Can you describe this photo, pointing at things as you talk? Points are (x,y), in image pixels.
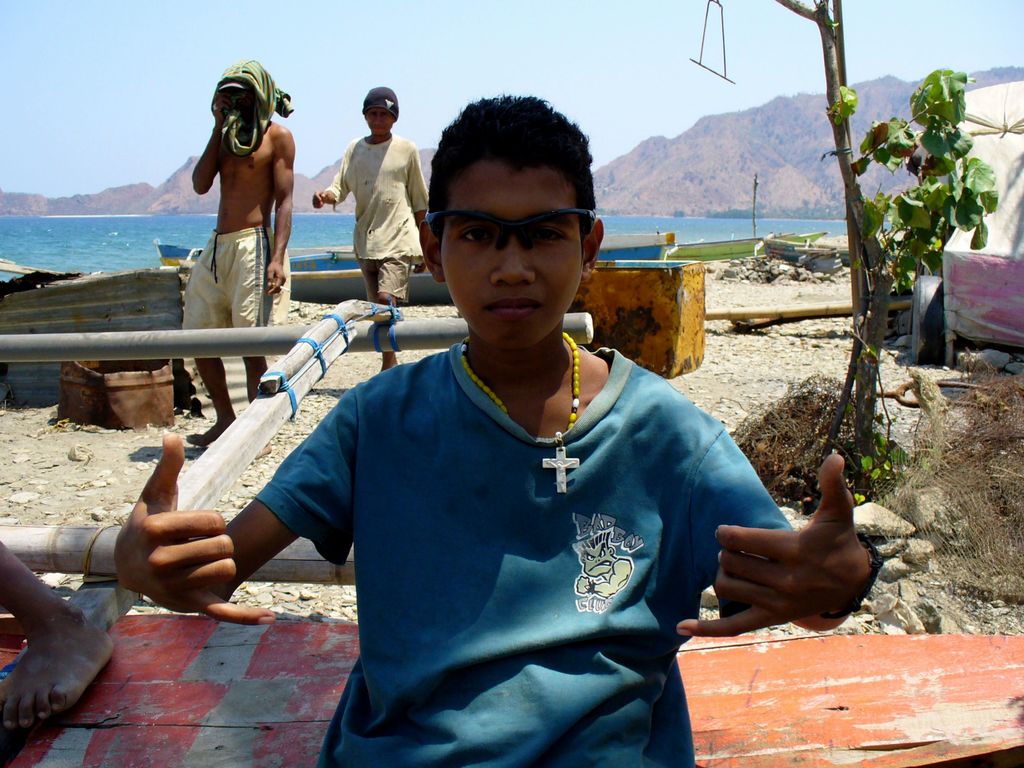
In this image we can see many hills (735,152). There is a sky (618,29) in the image. There is a sea (653,226) in the image. There are few people (605,582) in the image. There are many objects (689,331) placed on the ground (807,302). There is a plant (922,255) in the image. There is an object (1011,178) at the right side of the image (1008,164).
